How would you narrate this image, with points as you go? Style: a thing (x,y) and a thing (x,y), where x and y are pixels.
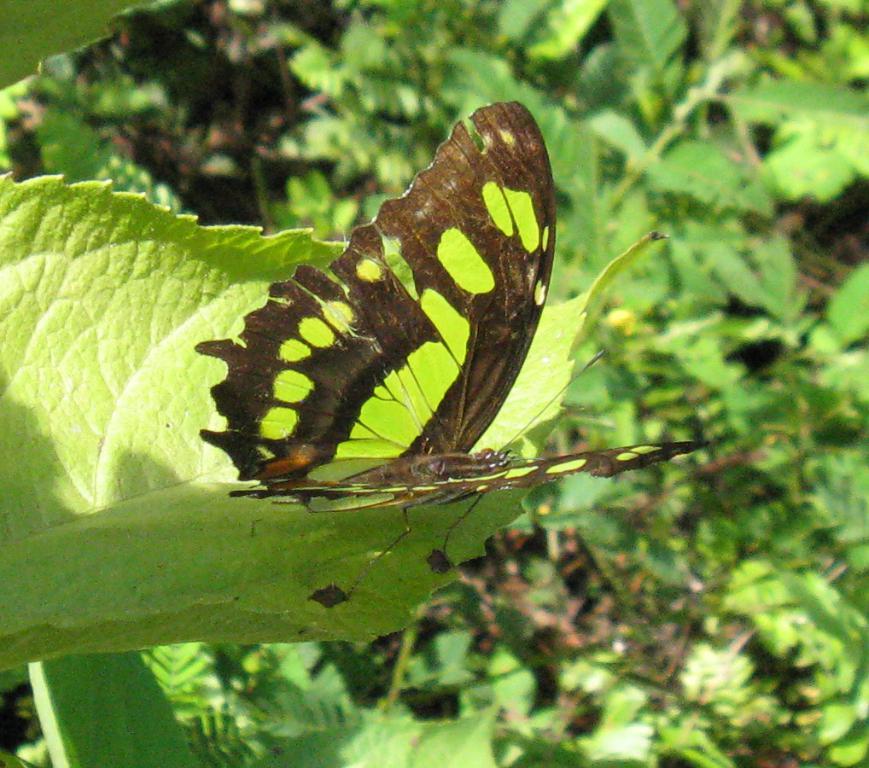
In this picture, we see the butterfly (408,387) is on the green leaf (235,472). This butterfly (232,431) is in brown and green color. There are trees (664,420) in the background (538,663) and this picture is blurred in the background (534,633).
